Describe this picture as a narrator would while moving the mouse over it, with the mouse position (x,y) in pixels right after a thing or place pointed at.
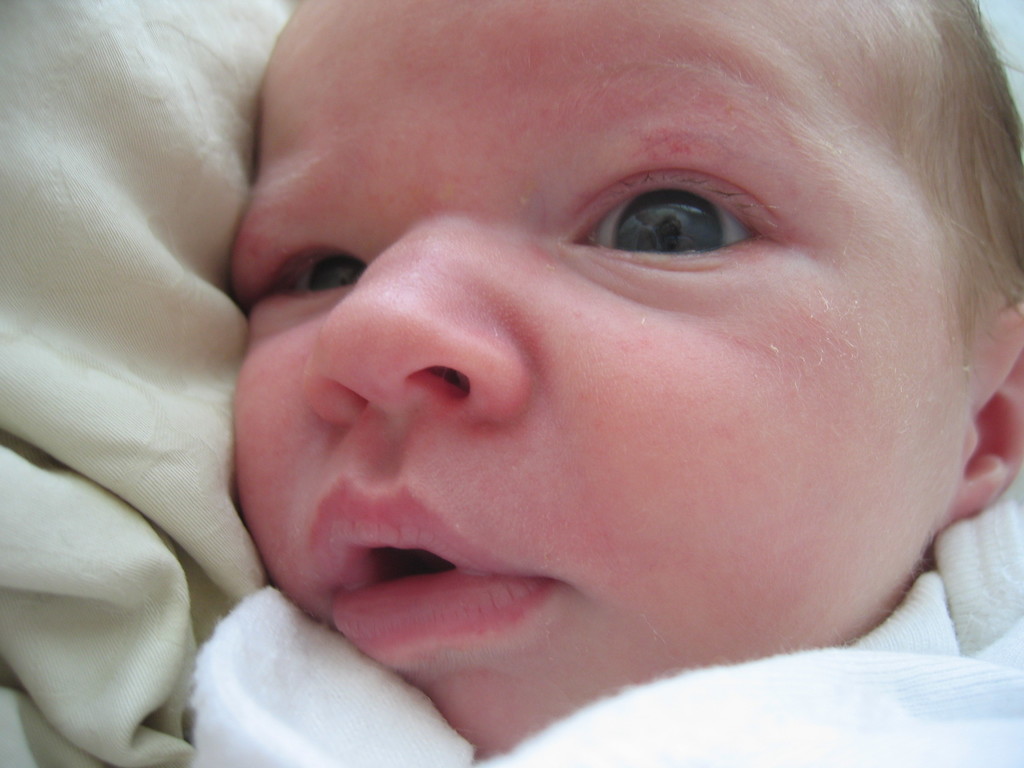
In this image there is a kid (631,396) and there are clothes (144,321).
